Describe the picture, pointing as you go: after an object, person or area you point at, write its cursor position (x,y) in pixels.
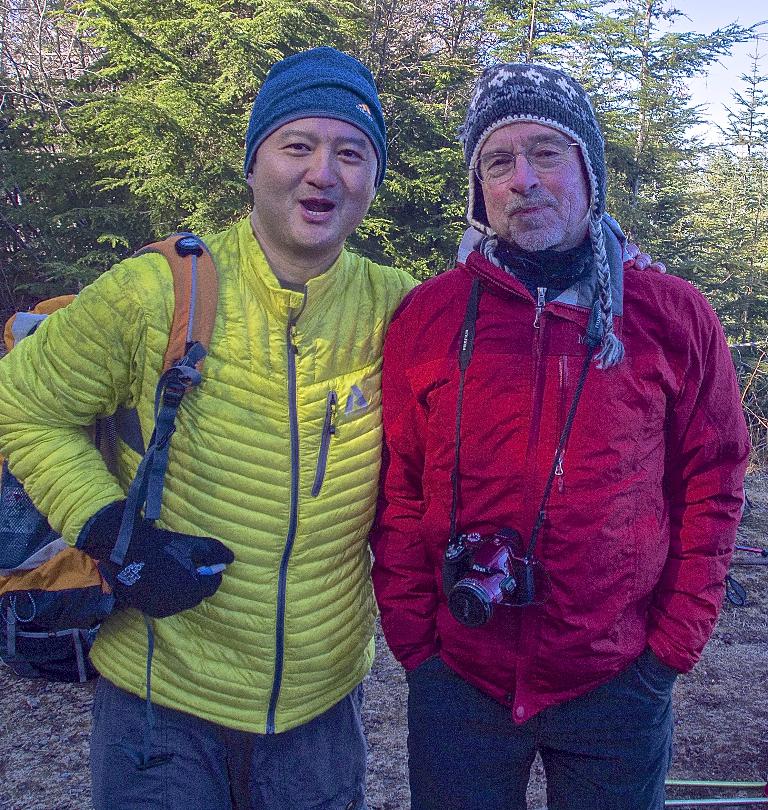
In this image there are two persons (432,443) standing in middle of this image (289,455) and the left side person (280,491) is holding a backpack (75,552), and there are some trees (132,102) in the background (406,154), and the right side person (548,514) is holding a camera (489,570).
